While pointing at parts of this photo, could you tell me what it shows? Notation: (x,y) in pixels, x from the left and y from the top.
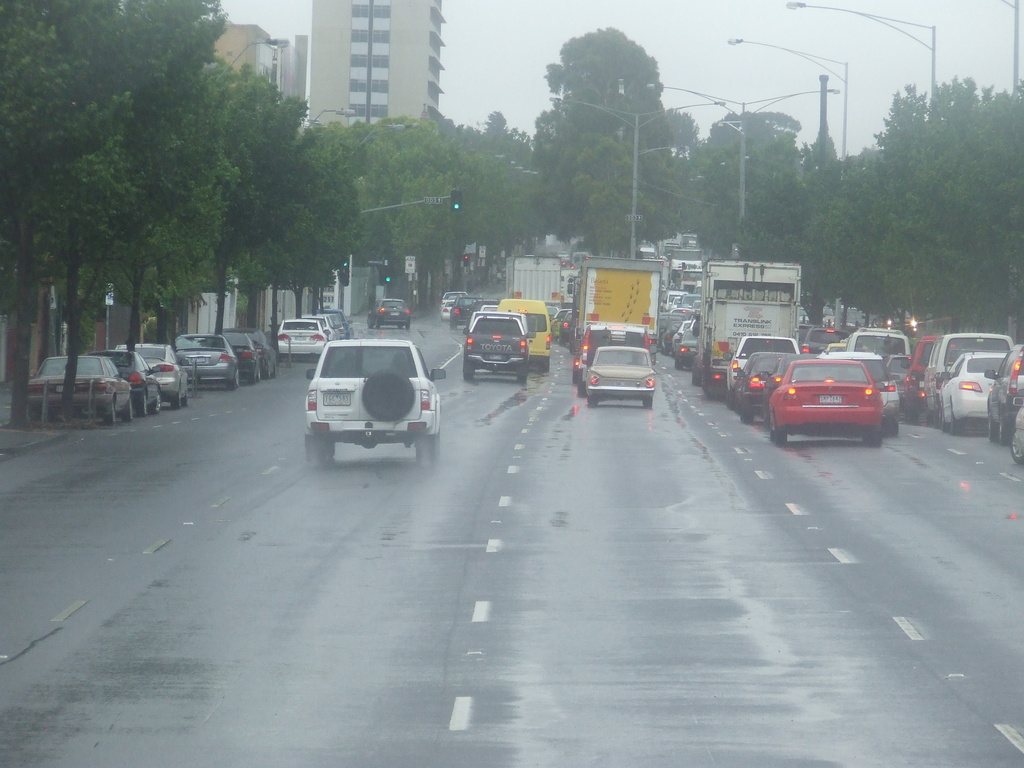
In this picture we can see vehicles (708,327) on the road (540,627), trees (441,290), traffic signals (455,196), buildings (312,63), poles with lights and some objects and in the background (549,48) we can see the sky (574,27).
